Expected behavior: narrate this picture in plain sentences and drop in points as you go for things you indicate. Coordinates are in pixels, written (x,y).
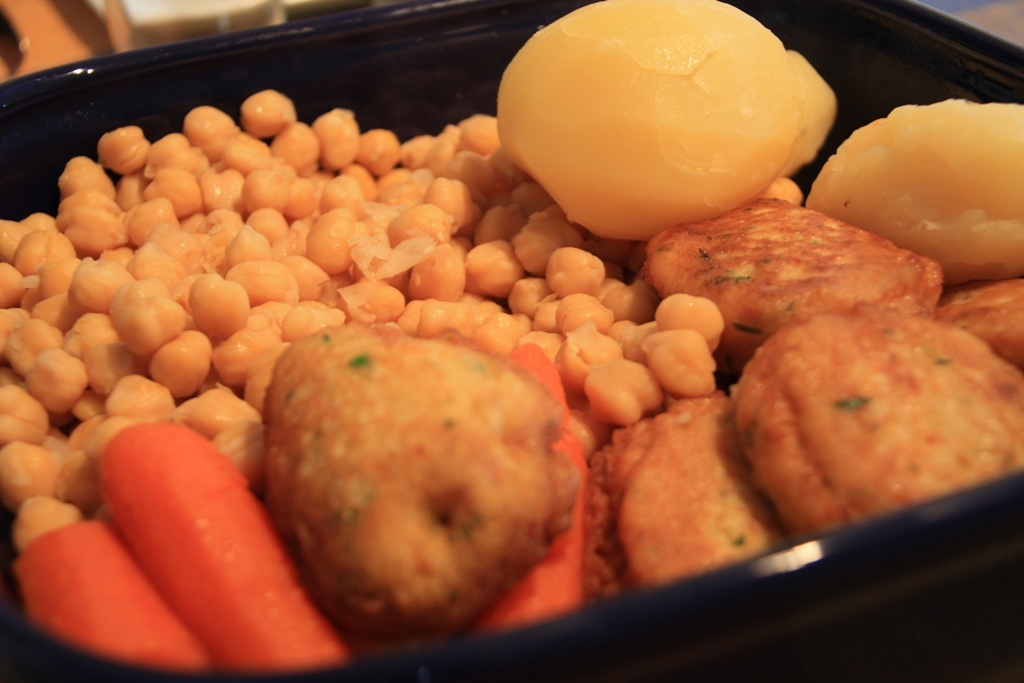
In the center of the image (360,239) we can see some vegetables (215,243) and food (330,261) placed on bowl (116,110).
